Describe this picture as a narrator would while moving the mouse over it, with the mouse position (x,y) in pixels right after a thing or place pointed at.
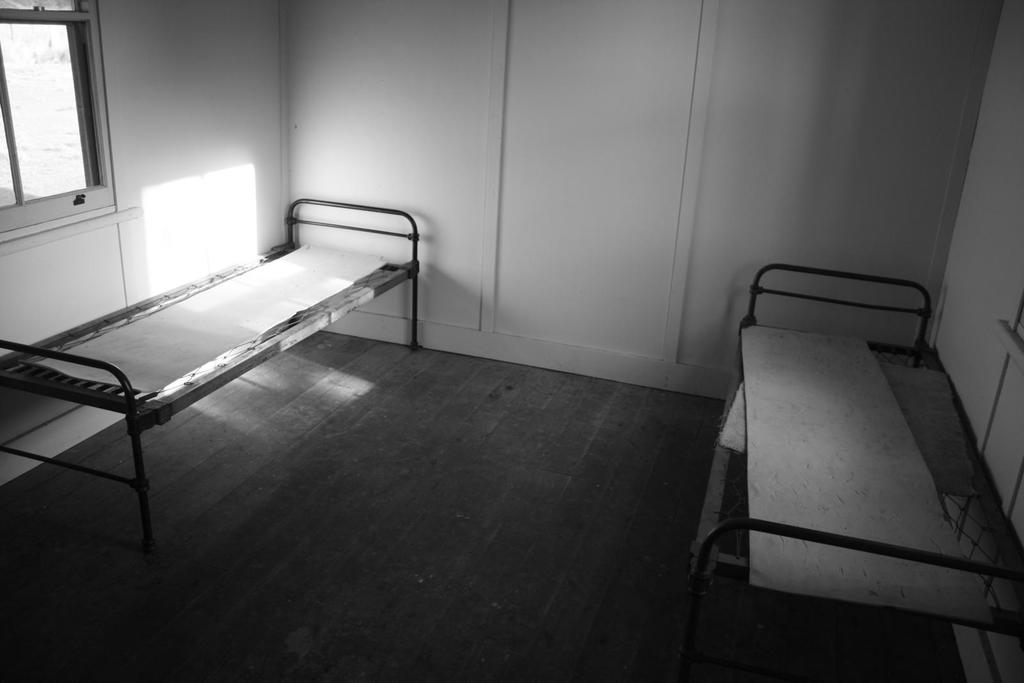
In this image we can see metal beds (157,407) in front of the wall (479,176). There is a window (57,160) in the top left of the image (58,106).
